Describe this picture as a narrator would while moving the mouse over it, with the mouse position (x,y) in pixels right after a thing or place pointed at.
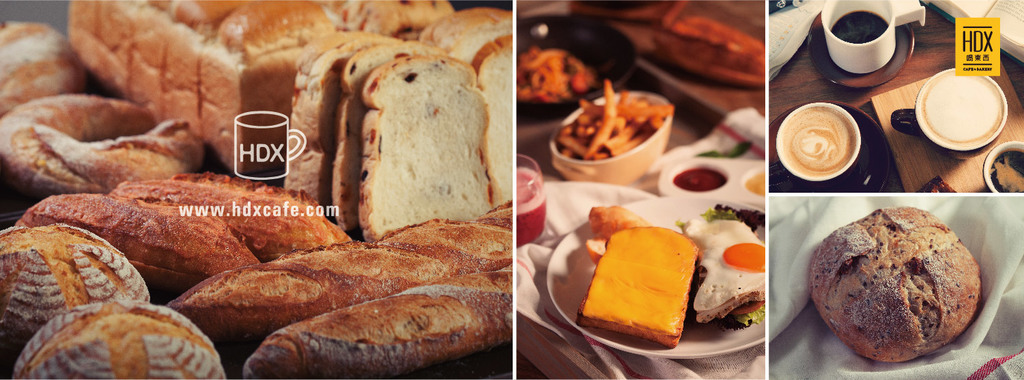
This collage image, in this image there are four pictures in one picture there is food item (360,272) in another picture there are plates (647,96) in that plates (685,205) there is food item (580,114), in another picture there are coffee cups (814,116).
